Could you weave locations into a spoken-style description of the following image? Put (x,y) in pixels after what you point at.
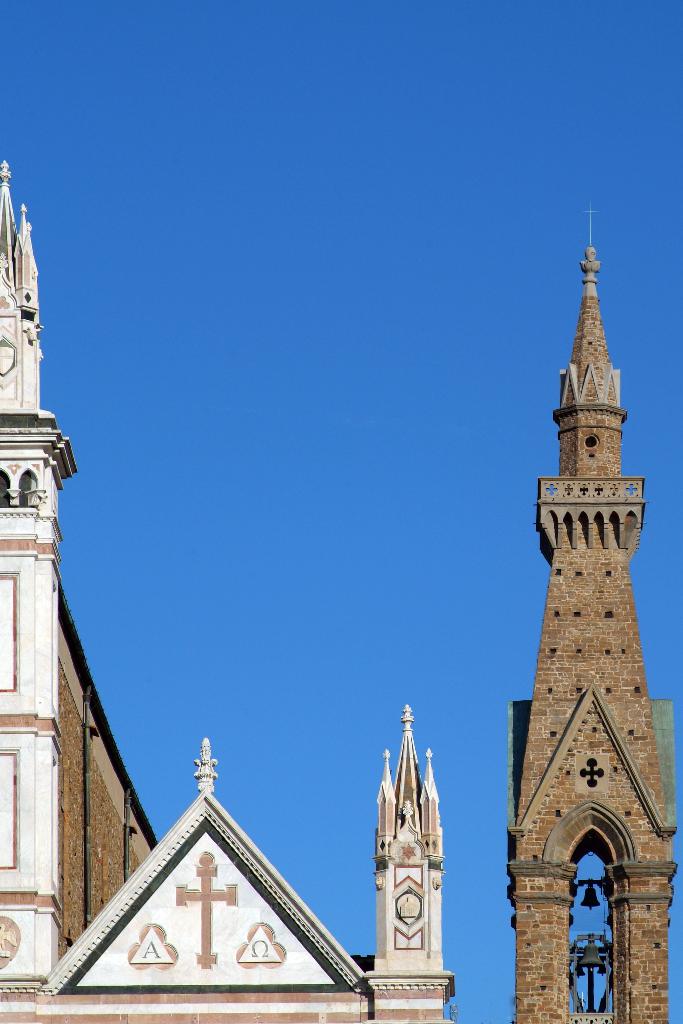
In this image I can see top portions (636,632) of the buildings (649,892) or towers (646,880), at the top of the image (550,83) I can see the sky (312,111).
